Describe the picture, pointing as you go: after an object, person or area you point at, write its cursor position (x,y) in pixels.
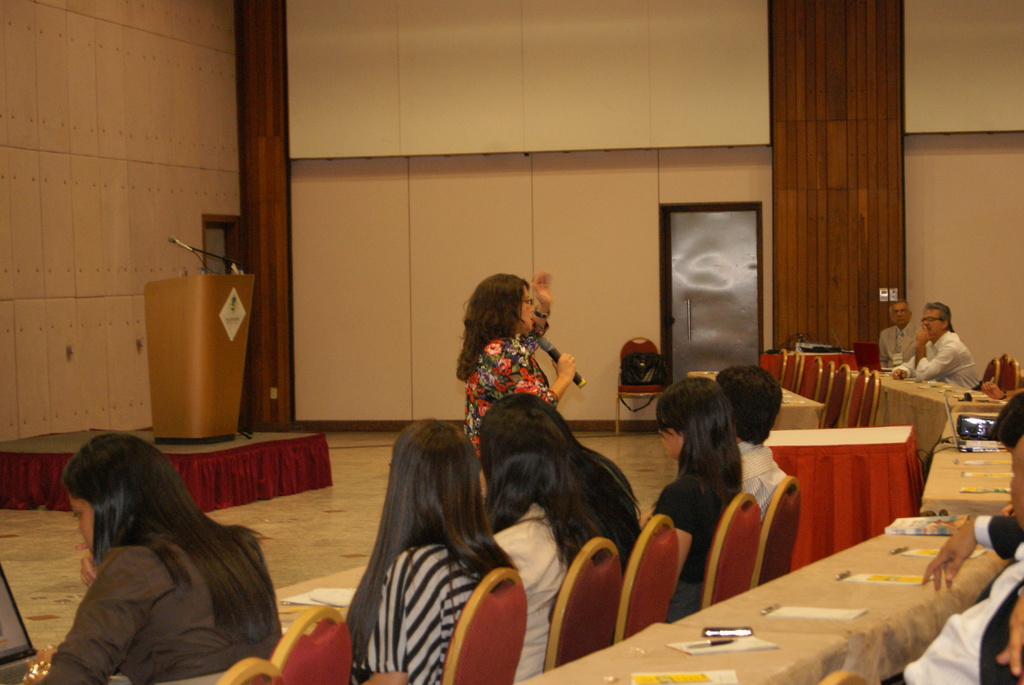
This is a picture taken in a room (597,589), there are a group of people (193,664) sitting on chairs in front of these people (419,535) there is a table (607,661) on the table (751,621) there are mobile (727,633), pen (708,646), paper (814,616), book (915,534) and laptops (1,619). In front of the people (547,500) there is a woman (521,371) in floral dress (501,369) was holding a microphone (554,352) and explaining something. Behind the people (624,509) on the stage (235,445) there is a podium (229,334) with microphone (175,242), wall (186,256) and a silver door (714,275).
